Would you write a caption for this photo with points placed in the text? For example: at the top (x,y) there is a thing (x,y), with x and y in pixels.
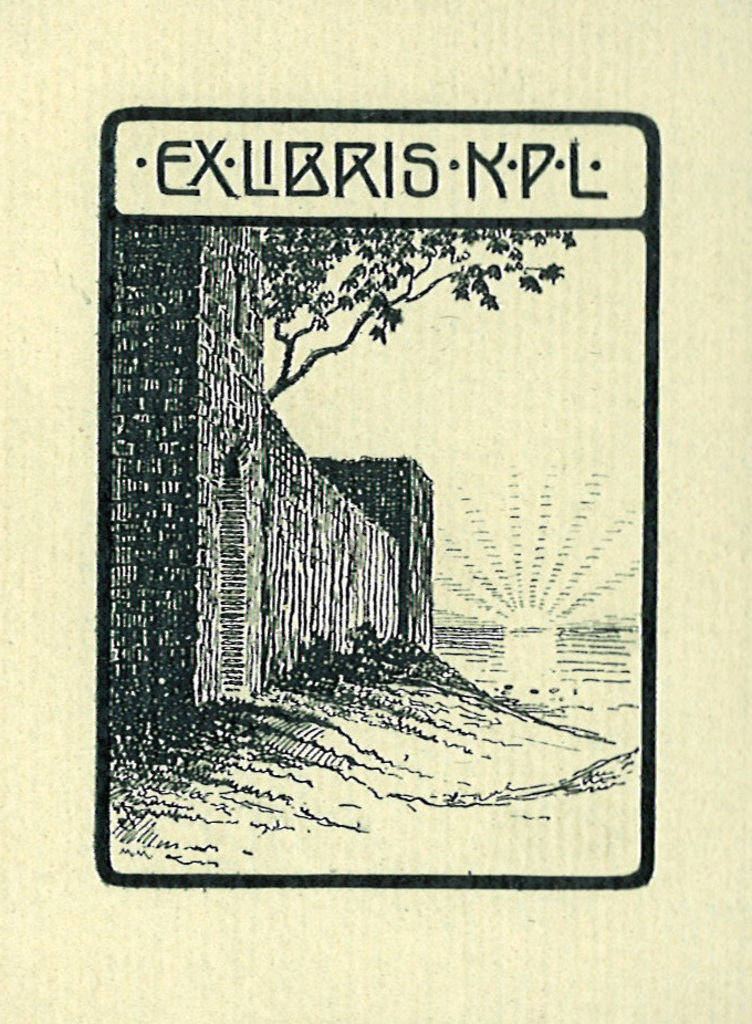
In this image we can see a poster (323,319) where we can see a wall (177,611), a tree (320,270) and a text (358,167).
